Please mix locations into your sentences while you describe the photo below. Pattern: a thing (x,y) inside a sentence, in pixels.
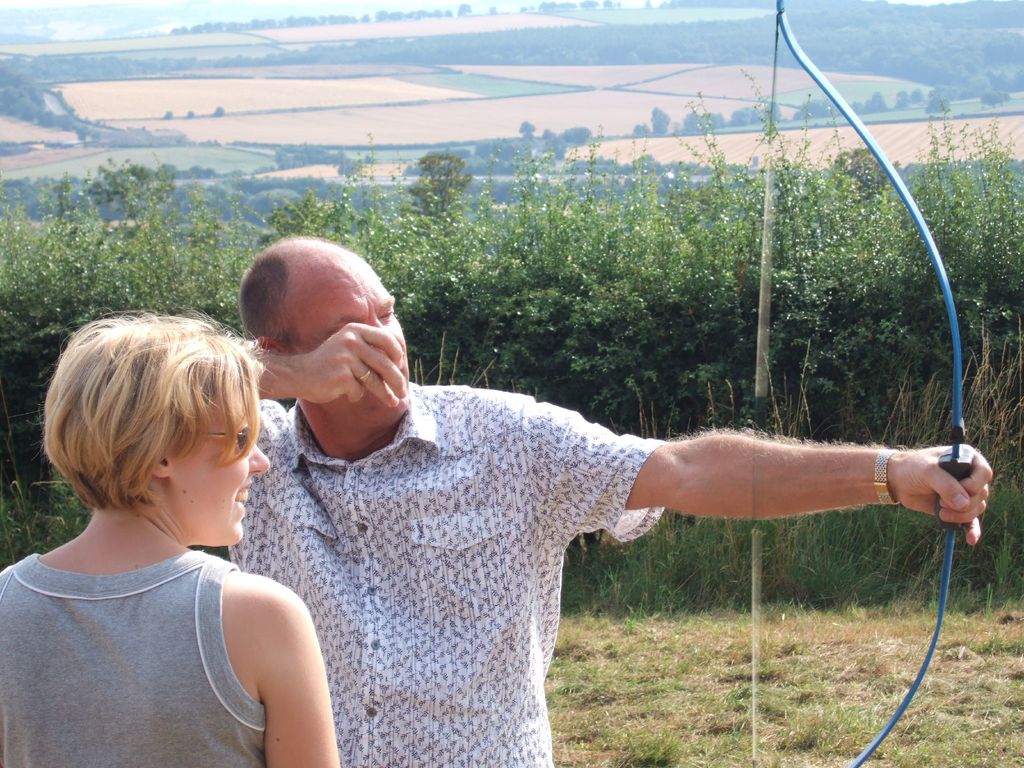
In the foreground of this image (278,654), there is a woman (203,717) in grey tank top (182,716) and a man (399,628) in white shirt (415,559) holding a bow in his hand (963,486). In the background (767,603), there is grass (661,590), plants (611,262), greenery (624,264), land (384,122) and trees (160,65) on the top (327,119).
